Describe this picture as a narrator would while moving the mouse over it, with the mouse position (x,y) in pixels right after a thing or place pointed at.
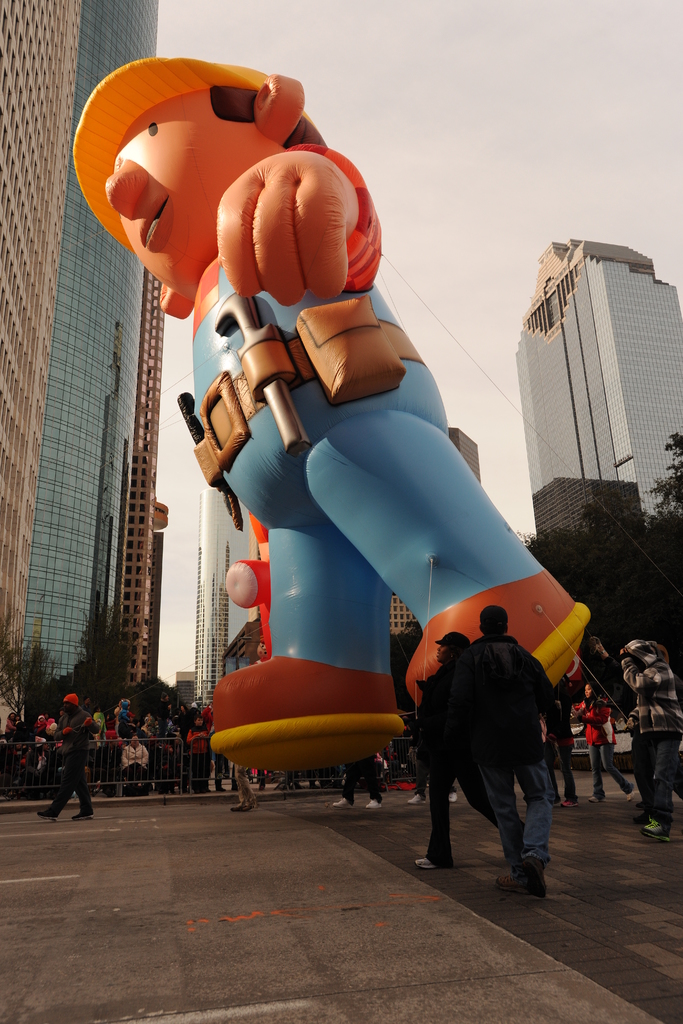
In this image, we can see a toy balloon (358,493) and there are many people (356,767) standing and walking on the road (215,841). In the background (63,72), there are buildings (551,261) and trees (582,580).
